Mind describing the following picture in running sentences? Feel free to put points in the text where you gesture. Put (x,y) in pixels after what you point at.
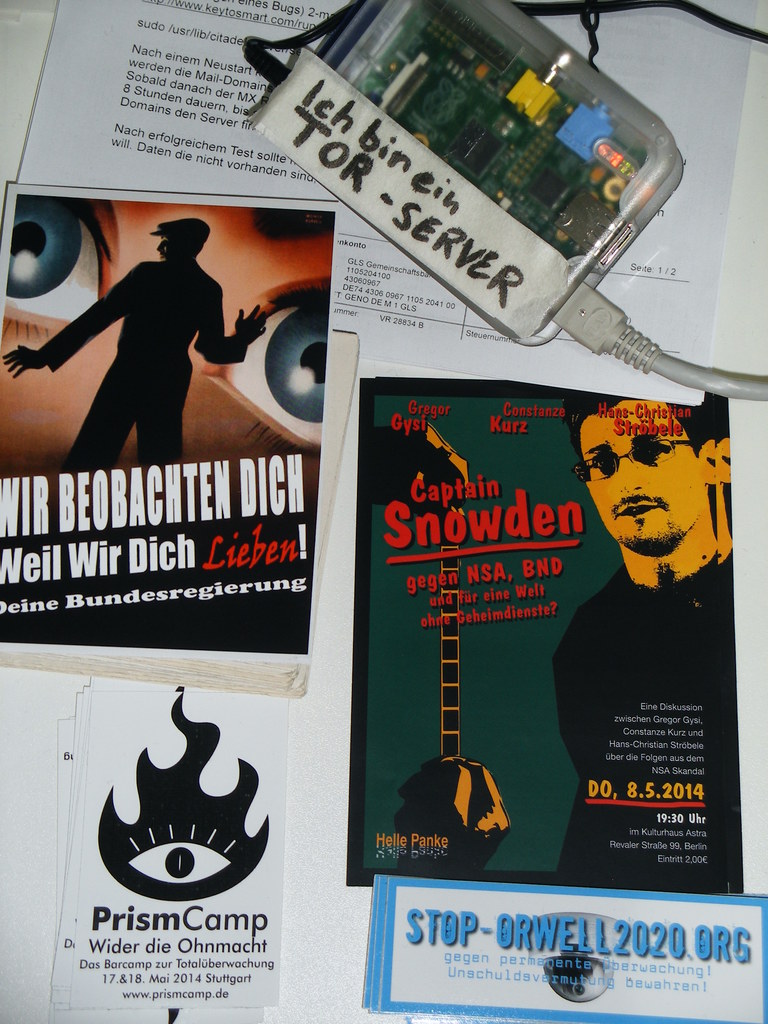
In this picture there is a table (330,877). On the table (751,673) we can see books (507,712), papers (424,297), chip (560,191), wires (597,310).
